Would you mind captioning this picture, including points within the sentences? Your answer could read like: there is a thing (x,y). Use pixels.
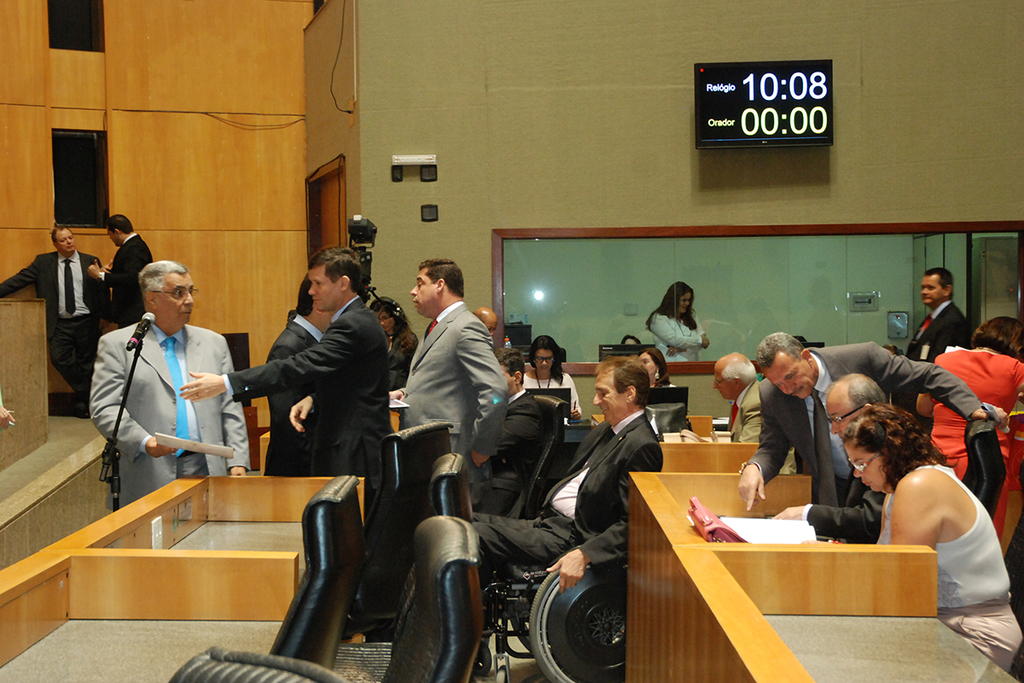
In the picture we can find some people (1010,363) are standing and some people (616,479) are sitting in the background (577,220) we can find a wall (7,187), a glass board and clock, and we also see some chairs (440,453) and microphones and the people (162,447) who are standing blazers (279,340), ties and shirts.
